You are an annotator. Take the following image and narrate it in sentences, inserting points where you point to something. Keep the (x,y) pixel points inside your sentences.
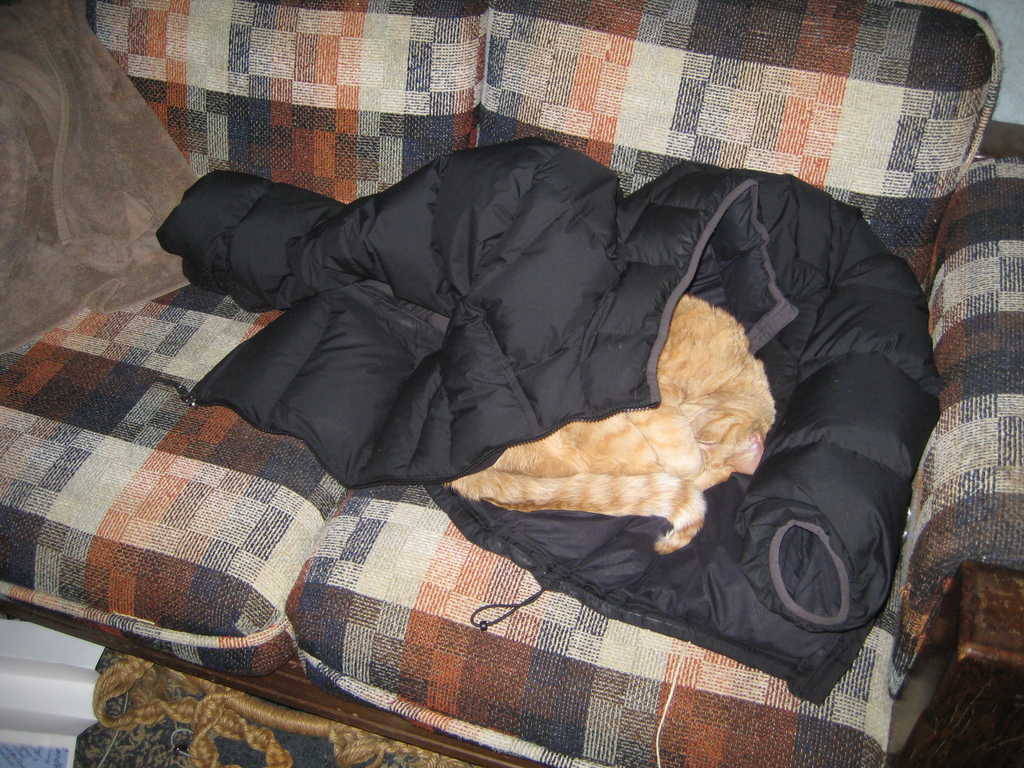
In this picture we can see an animal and clothes (49,227) on the sofa (307,564).
